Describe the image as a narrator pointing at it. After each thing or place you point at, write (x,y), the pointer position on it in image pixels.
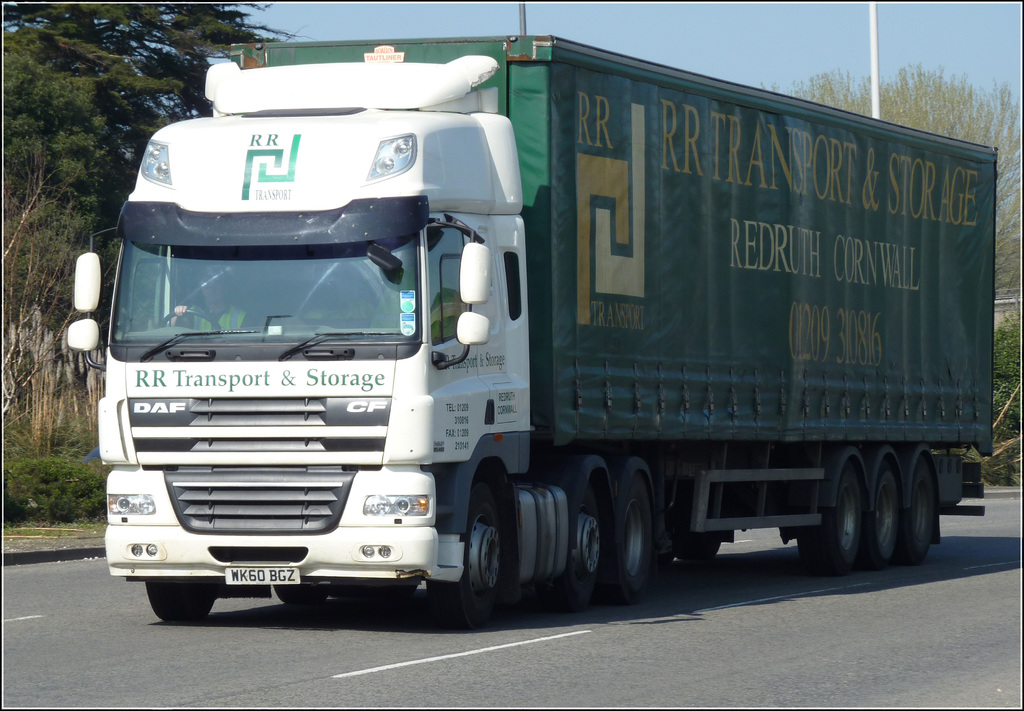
In this picture we can see a truck (684,480) on the road (746,558) and few people (199,308) are seated in it, in the background (999,140) we can see few poles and trees (96,160).
